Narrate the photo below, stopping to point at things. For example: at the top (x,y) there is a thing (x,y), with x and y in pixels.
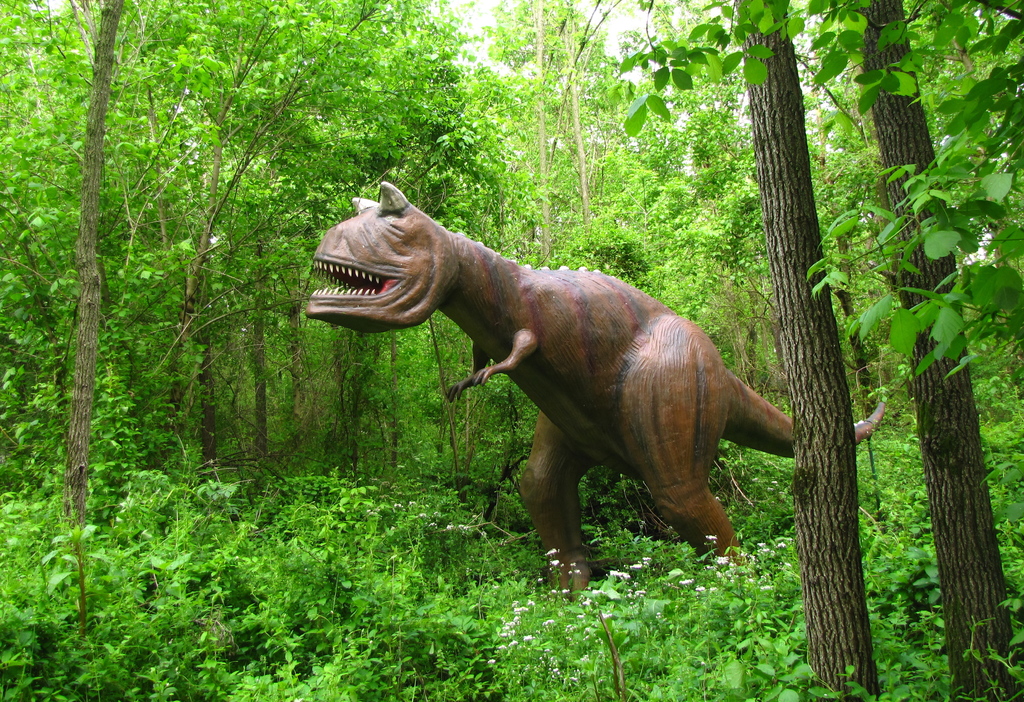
In this image, I can see the statue (564,584) of a dinosaur (559,551). These are the trees (244,124) with branches (622,152) and leaves (965,164). I can see the plants (758,639).
